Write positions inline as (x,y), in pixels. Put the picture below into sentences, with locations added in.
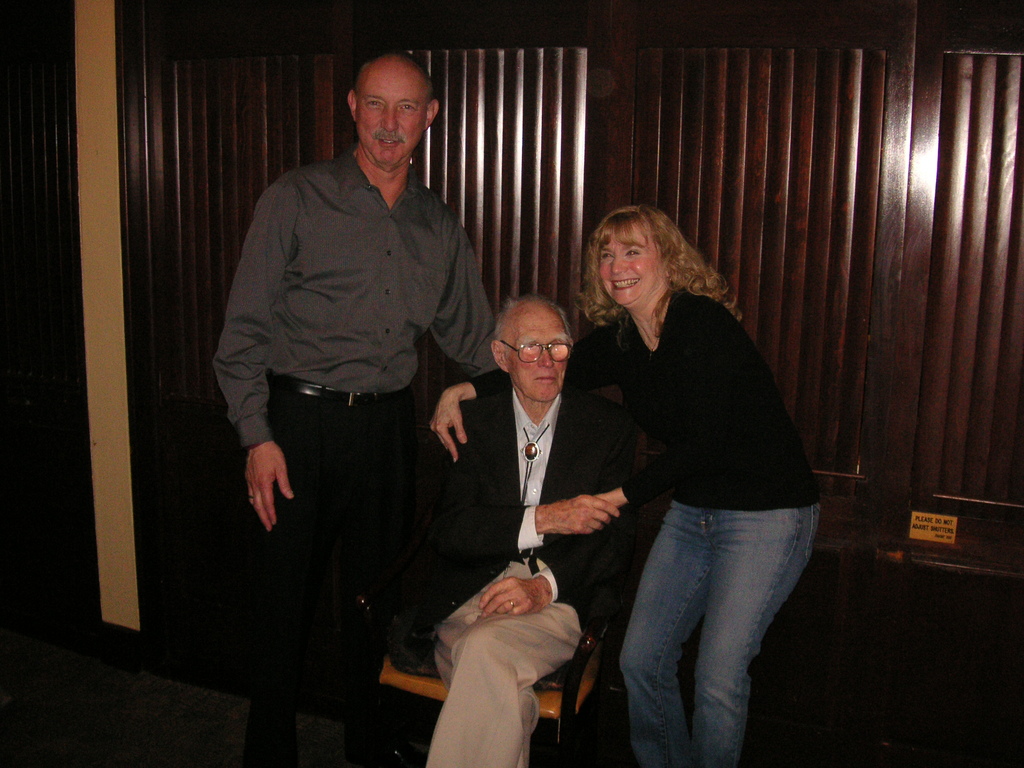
In this picture we can see three people (652,611), one person (478,561) is sitting on a chair (596,657) and in the background (612,650) we can see a wall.
